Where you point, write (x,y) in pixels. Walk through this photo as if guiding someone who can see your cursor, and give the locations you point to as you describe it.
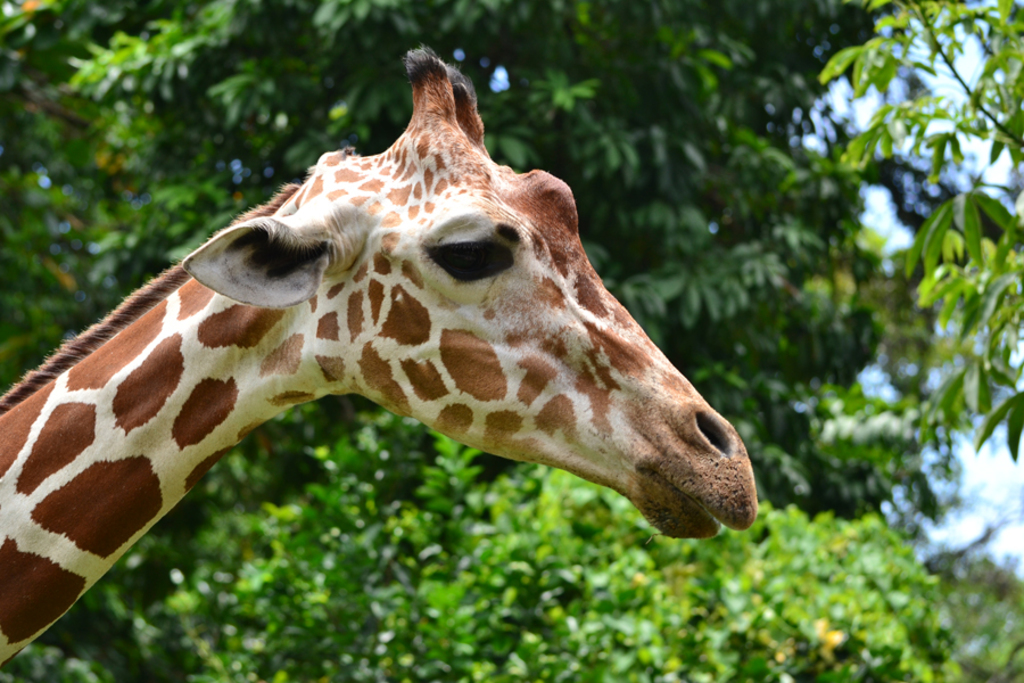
In this image there is a giraffe (154,354). In the background (303,455) we can see trees (769,498).
